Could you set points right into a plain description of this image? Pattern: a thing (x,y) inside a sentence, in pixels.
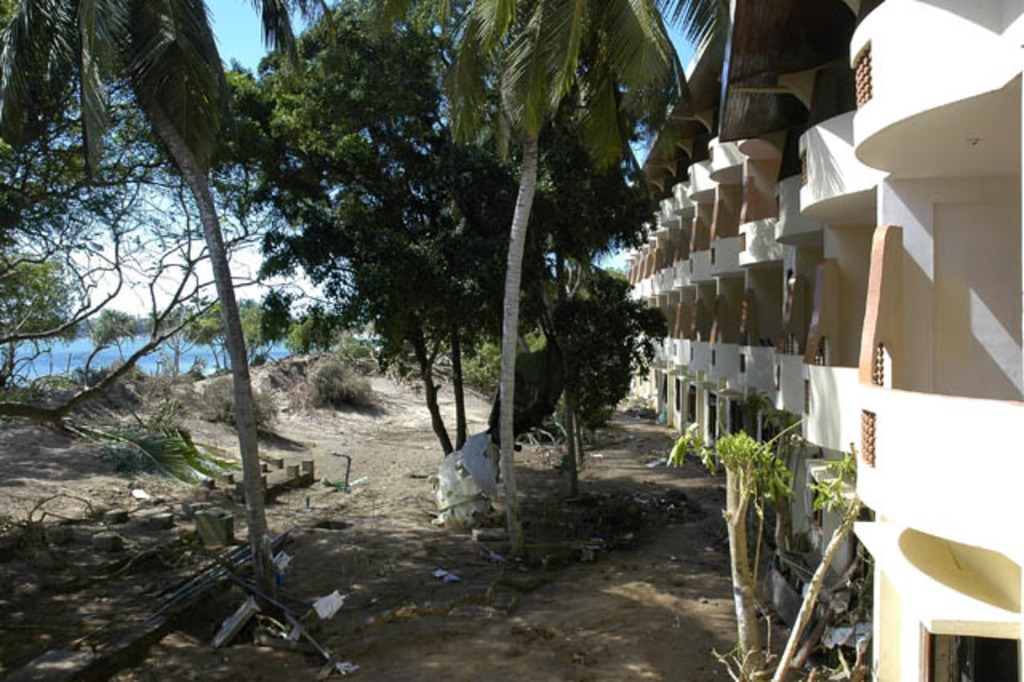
On the left side of the image (65,344) I can see water (122,345). In the middle of the image (459,441) I can see the sand (426,519) and a group of trees (119,327). On the right side of the image (817,339) I can see a building (809,330).
